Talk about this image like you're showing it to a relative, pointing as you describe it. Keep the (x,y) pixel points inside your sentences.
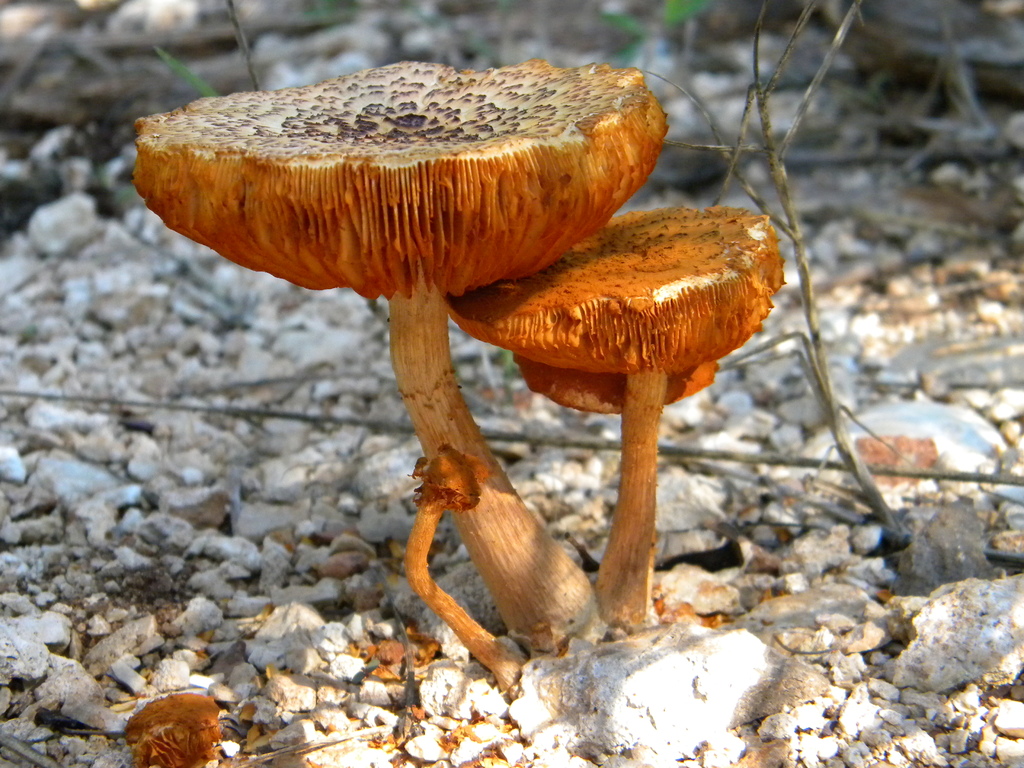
This picture is clicked outside. In the center (611,362) there is a mushroom plant (555,362). In the background (946,303) we can see the gravels (205,340) and the stones (1020,709).
